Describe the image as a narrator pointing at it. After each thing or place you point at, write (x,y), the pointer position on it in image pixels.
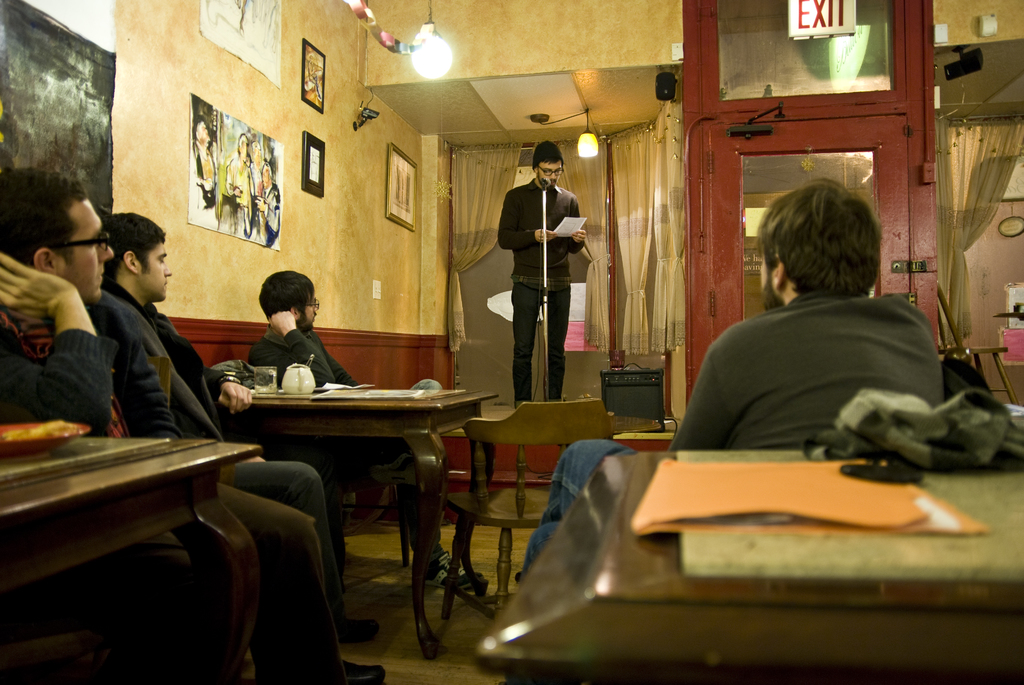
On the background (971,221) we can see door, curtains (674,282), photo frames (396,147) over a wall (332,195). We can see one man (554,266) standing in front of a mike (544,275) and he is holding a paper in his hand (580,232). We can see four persons (867,372) sitting on chairs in front of a table (299,414) and on the table (820,544) we can see file (857,501), cap (858,439), papers (392,397) and glass (271,386). This is a floor (400,658).
